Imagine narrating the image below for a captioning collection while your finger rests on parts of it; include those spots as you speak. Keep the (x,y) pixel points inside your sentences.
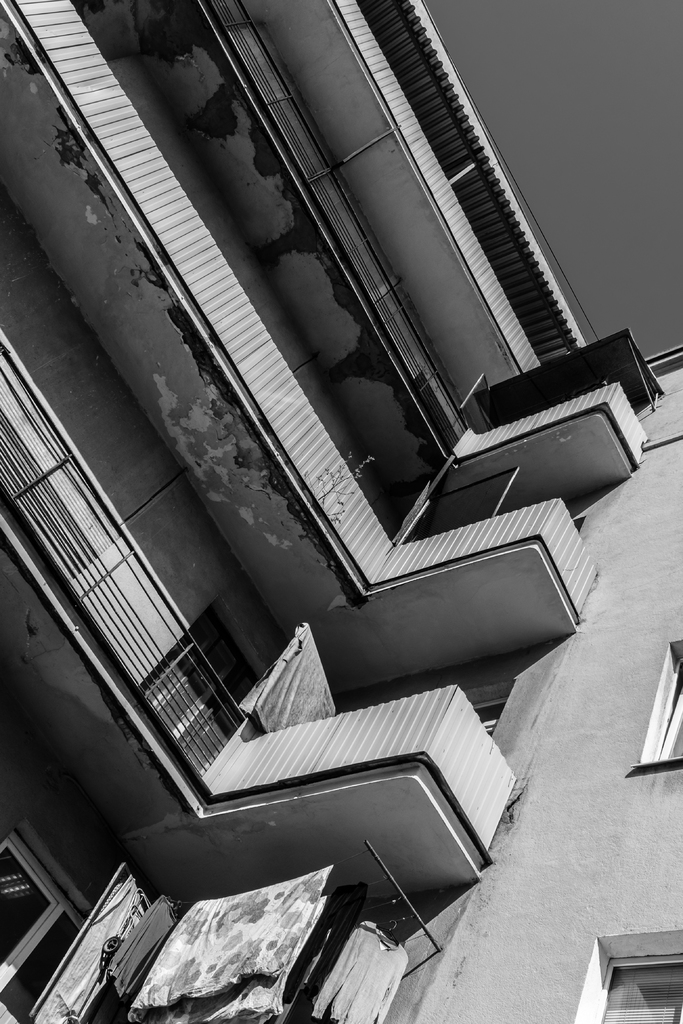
In this image, we can see a building (344,701) and we can see some balconies (39,476), we can see some clothes (266,709) hanging on the ropes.
